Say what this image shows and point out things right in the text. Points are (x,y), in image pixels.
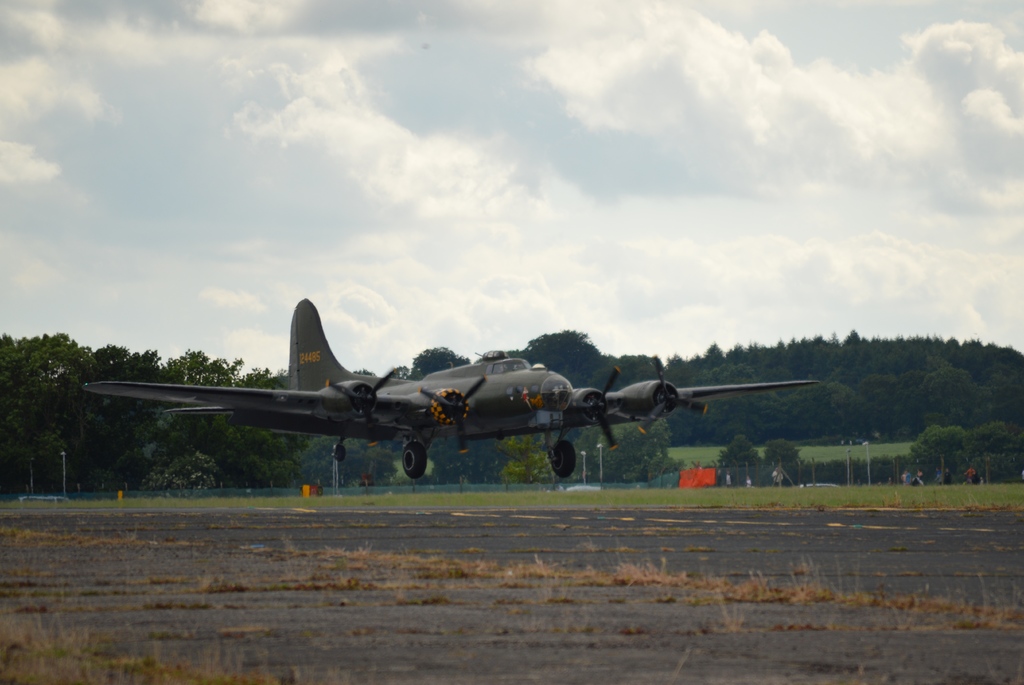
This image consists of an airplane (391,404) in the middle (443,416). There are trees (957,409) in the middle (628,438). There is sky (515,128) at the top (428,181).
